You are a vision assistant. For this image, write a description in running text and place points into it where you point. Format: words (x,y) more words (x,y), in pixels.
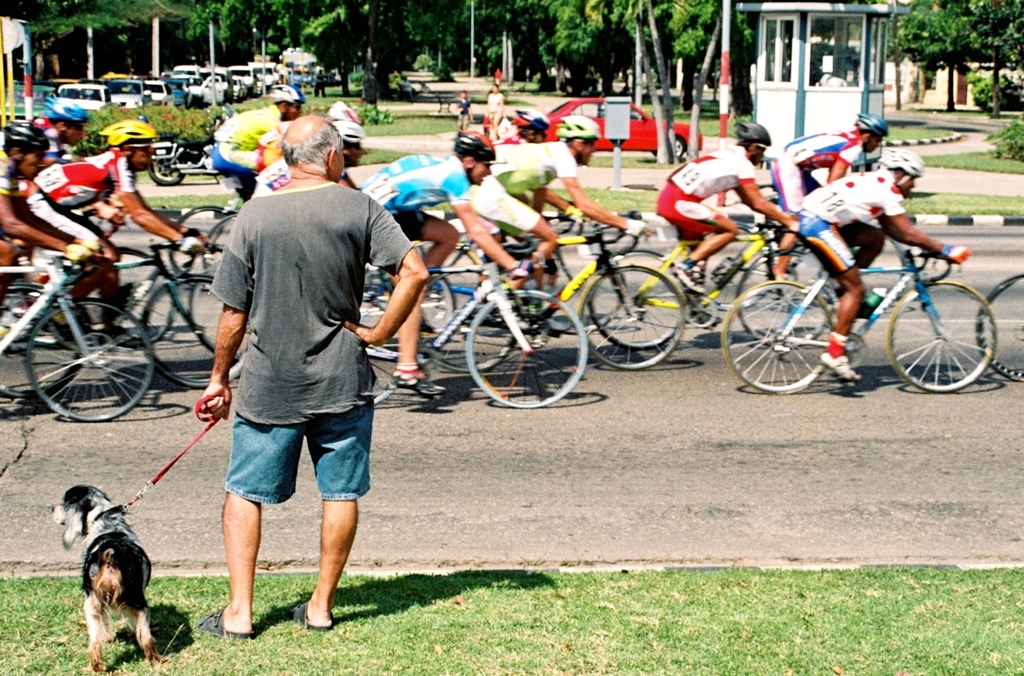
the picture contains the person (253,489) is holding the dog (138,547) and he is standing on the grassy land (503,613) in front of the person (330,283) there are many people (884,212) they are riding the bicycle (562,317) and behind the persons (510,186) the car (592,108) is parked and some trees (331,38) are there and on the left side (174,75) there are many cars (186,72) are parked the background (191,58) is greenery (110,58).
